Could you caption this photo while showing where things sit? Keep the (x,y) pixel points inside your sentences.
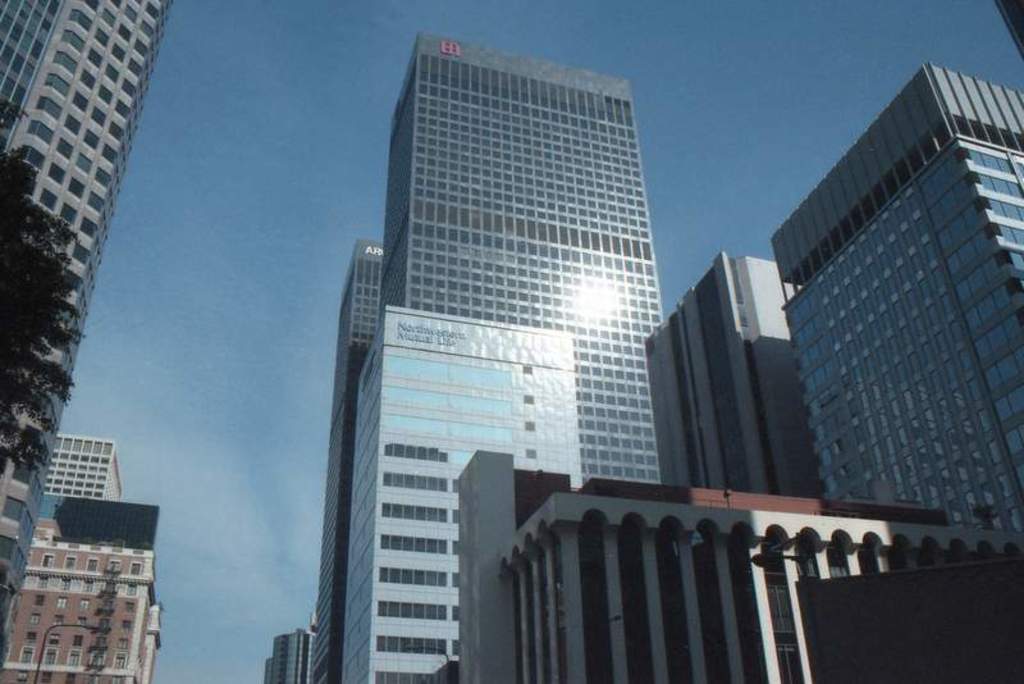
In this image we can see some buildings (551,448) with windows (593,460). We can also see a tree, some street poles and the sky (247,398).
